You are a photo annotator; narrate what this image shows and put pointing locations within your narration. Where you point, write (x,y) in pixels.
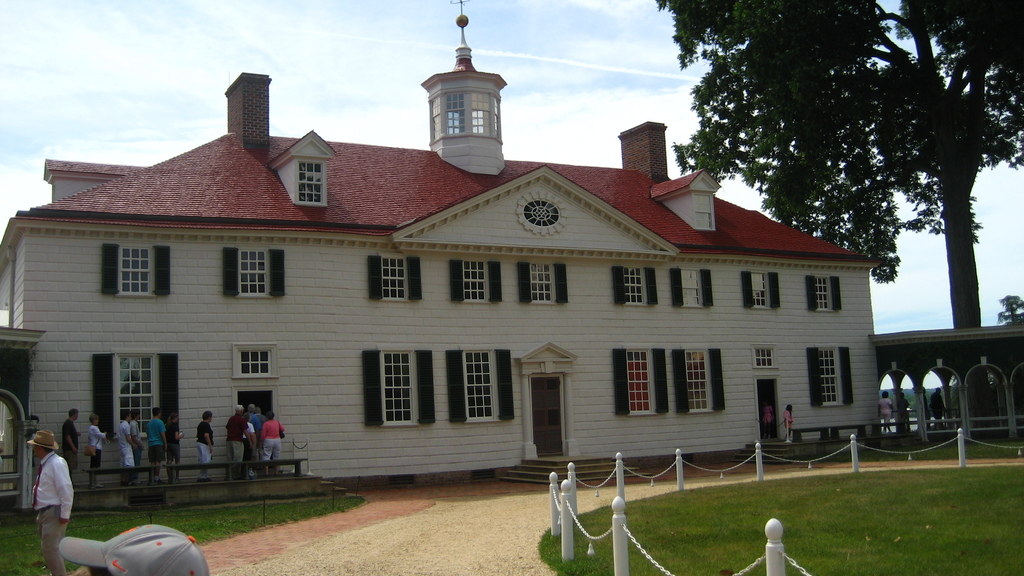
In this picture I can see there is a building (543,351) and here on to left (250,451) I can see there are some people (129,459) standing in the queue (153,449) and there is a fence (810,461) here around the grass (751,539). In the backdrop (935,299) there are trees (769,168) and the sky (19,12) is cloudy.
